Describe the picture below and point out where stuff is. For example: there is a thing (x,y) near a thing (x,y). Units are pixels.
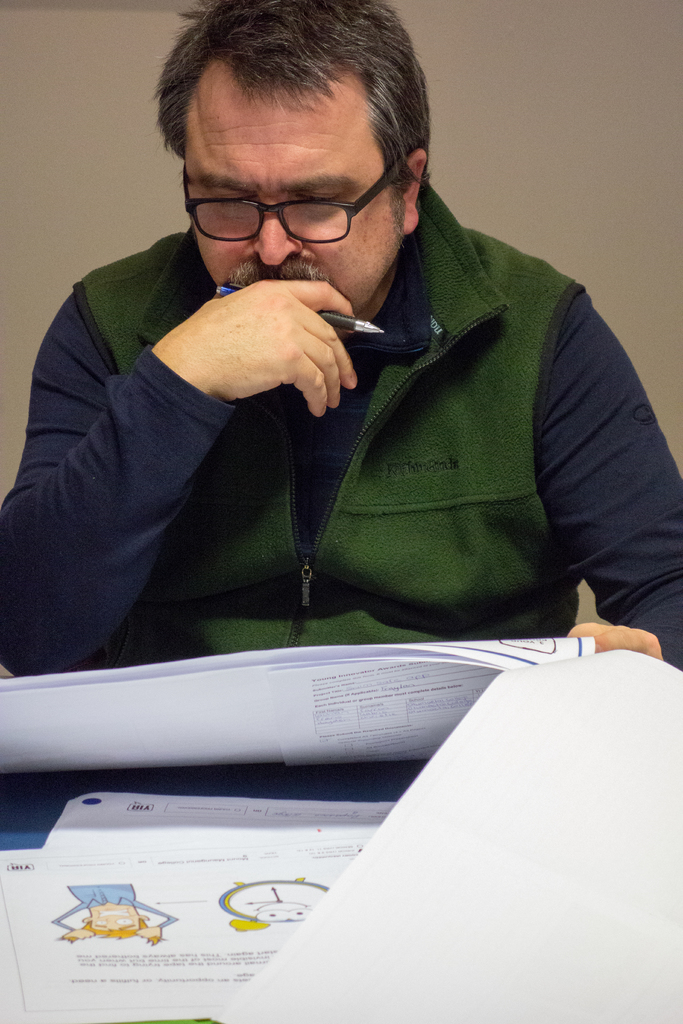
In this image I can see a person (330,270) holding a pen (327,313) and papers (271,690) visible in front of table (46,799), on the table (46,799) I can see papers (130,826) and back side of person's (284,360) it might be the wall (544,49).
